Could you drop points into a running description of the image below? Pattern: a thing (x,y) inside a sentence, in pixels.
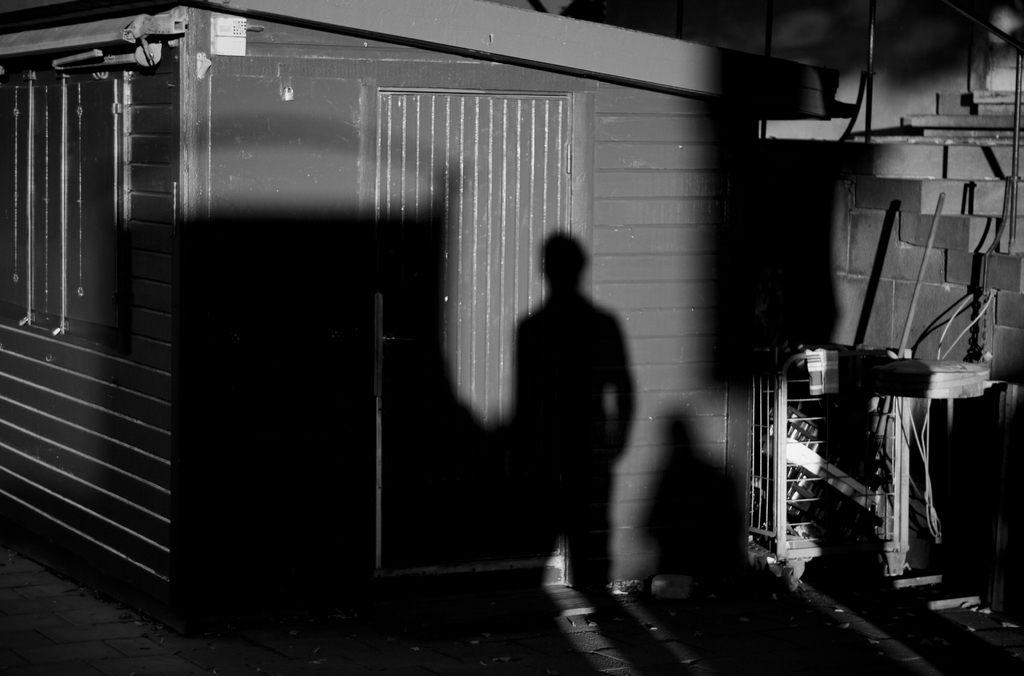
Here we can see shadow (561,408) of the person (528,399) and we can see wall (691,250) and door (449,196).
